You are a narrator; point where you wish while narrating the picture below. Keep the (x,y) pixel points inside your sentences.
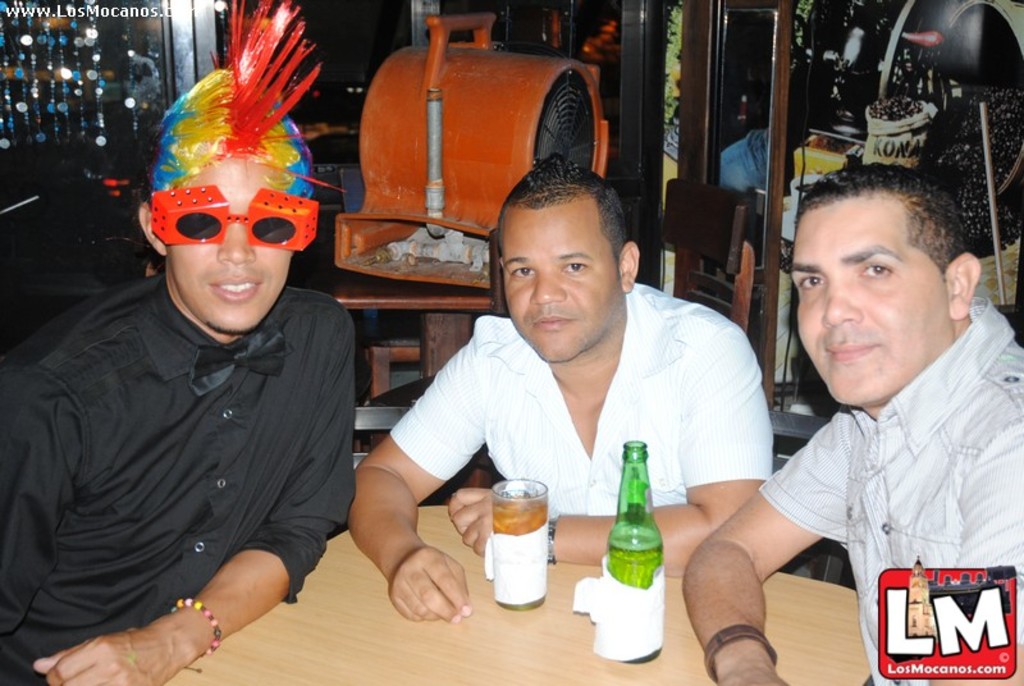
There are members (246,362) sitting in the chair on the table (471,558) on which a glass (500,565) and a bottle (636,497) were placed. The man (304,469) in the left side (177,224) is wearing a spectacles (200,218) and a headwear (220,113). In background (373,149) there is a machine (412,126) and a wall (661,97) here.
